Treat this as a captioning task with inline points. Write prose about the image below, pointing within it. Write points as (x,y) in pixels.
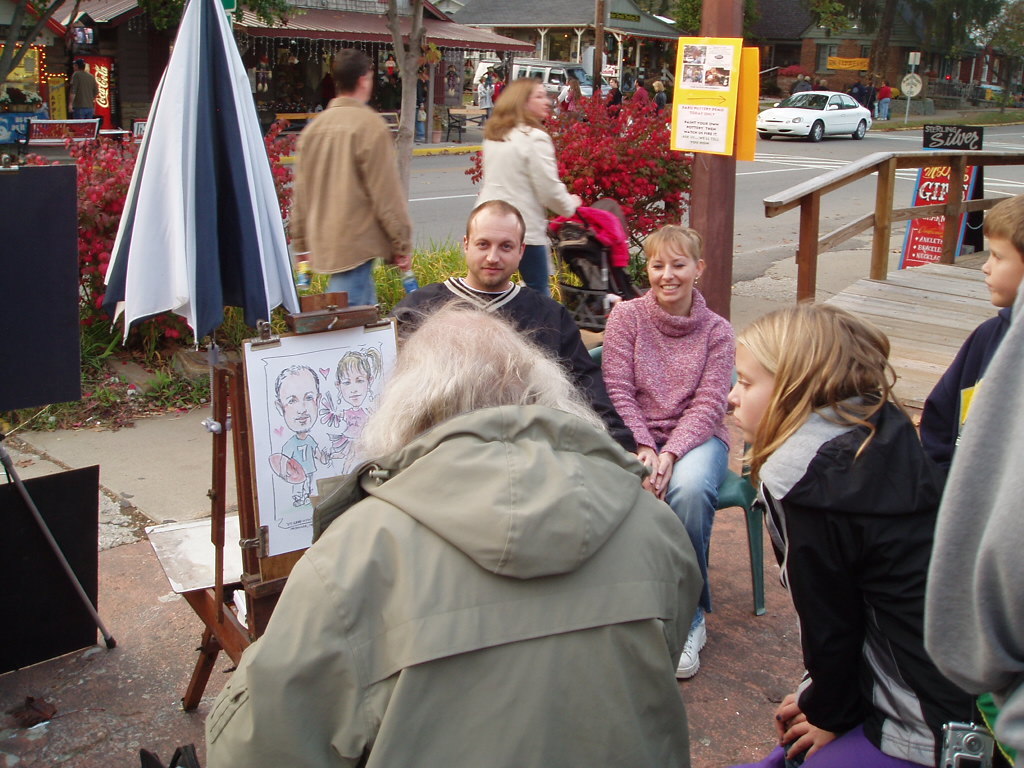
In this picture there are two people (629,356) sitting on the chairs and smiling. In the foreground (758,411) there are group of people (828,672) standing and there are pictures (270,365) of two people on the paper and there is an umbrella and there are objects (71,333). At the back (311,254) there are two people (379,255) walking and there is a vehicle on the road (770,241) and there are buildings (848,80) and trees (891,17) and there are group of people (655,102) and there are boards (676,106) on the poles (728,50) and there is text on the boards (708,59) and there are plants (575,146). On the right side of the image (1001,199) there is a wooden railing (877,232). At the bottom (107,526) there is a road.
